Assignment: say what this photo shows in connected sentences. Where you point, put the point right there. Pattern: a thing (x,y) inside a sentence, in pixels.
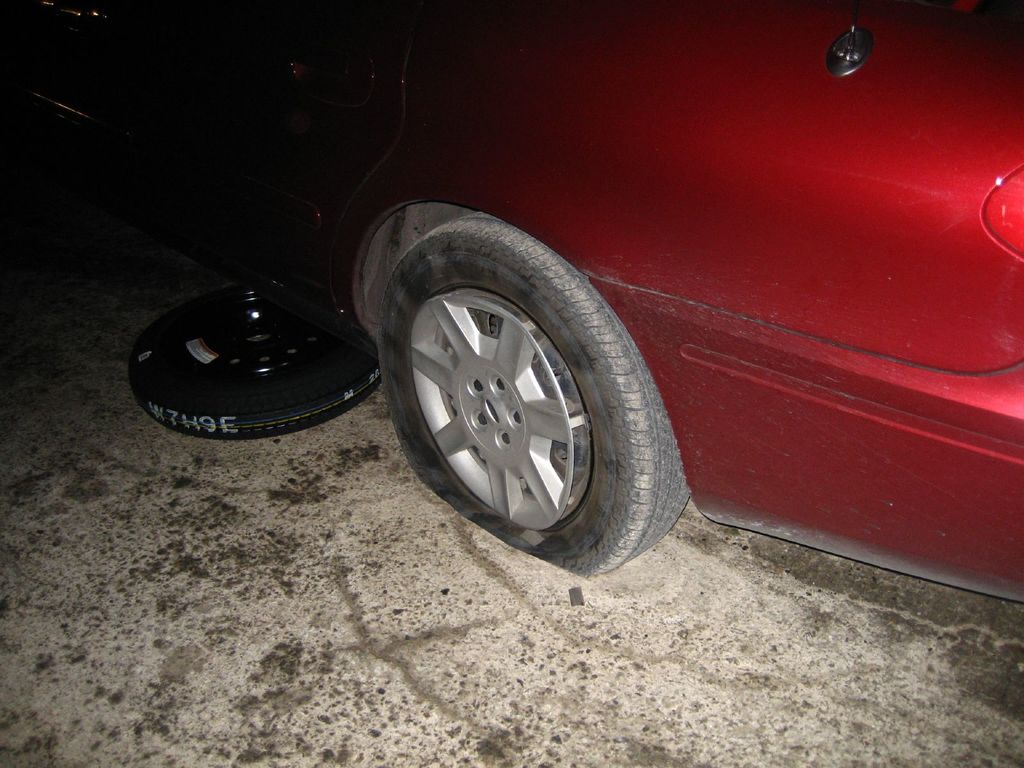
In this image I can see a red colour vehicle (381,363) and under it I can see a black colour tyre (142,385) on the left side of this image (239,396).
